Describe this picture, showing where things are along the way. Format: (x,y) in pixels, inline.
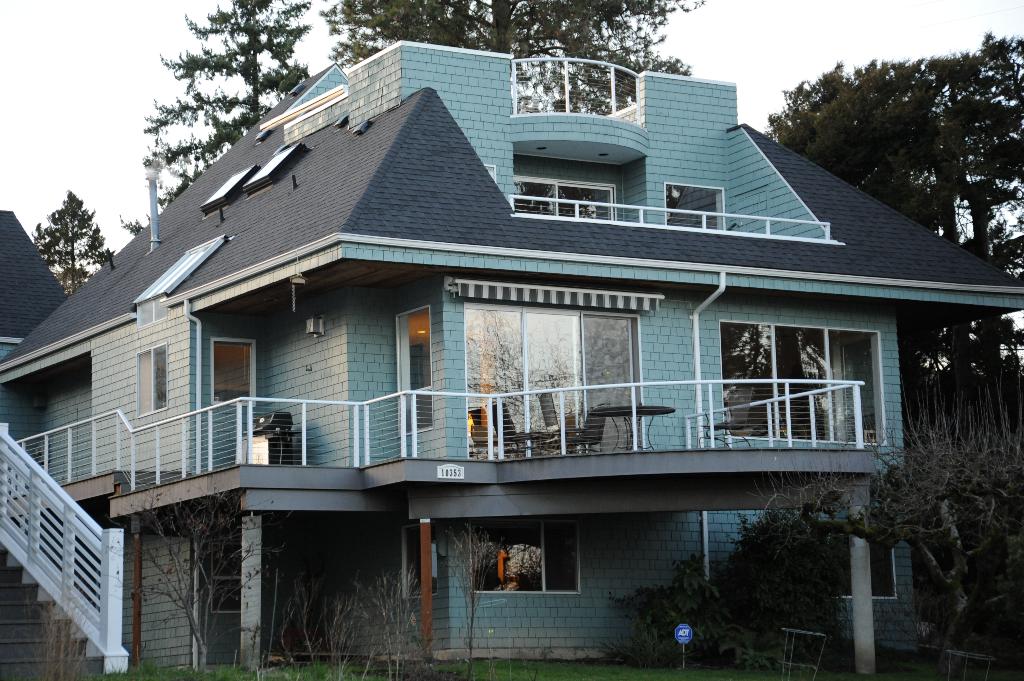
In this image we can see a building (463,432), chairs (597,423), table (619,414), grass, trees (799,538) and sky (51,58).
